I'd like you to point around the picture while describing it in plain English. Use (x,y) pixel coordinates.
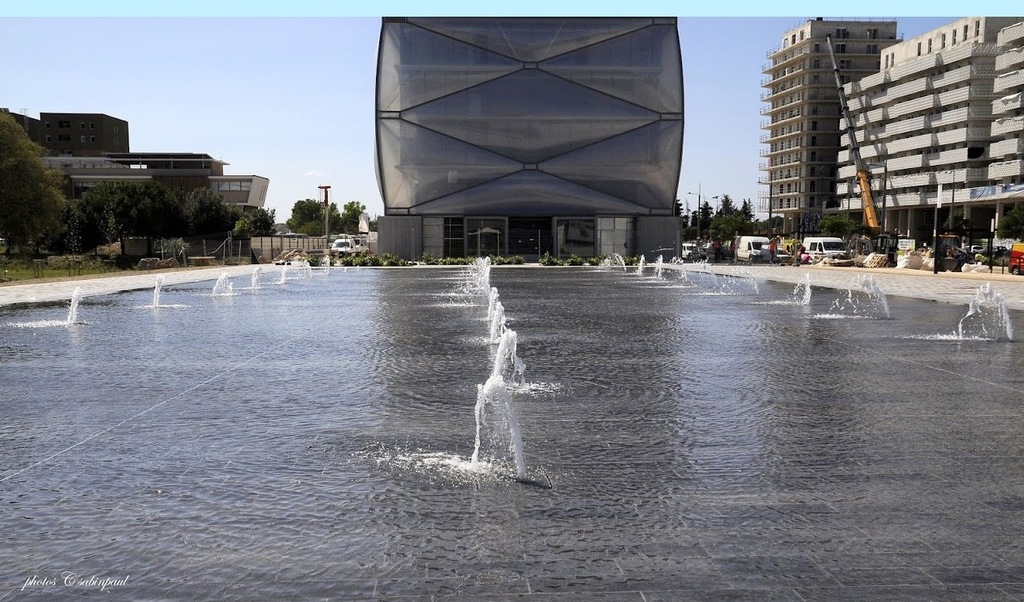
In this image we can see the fountains (524,477) and the water (510,507). On the backside (532,248) we can see some buildings (568,234), a crane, some vehicles (946,255) on the ground (84,276), a group of trees (184,235), grass (108,268) and the sky (298,94) which looks clear.
